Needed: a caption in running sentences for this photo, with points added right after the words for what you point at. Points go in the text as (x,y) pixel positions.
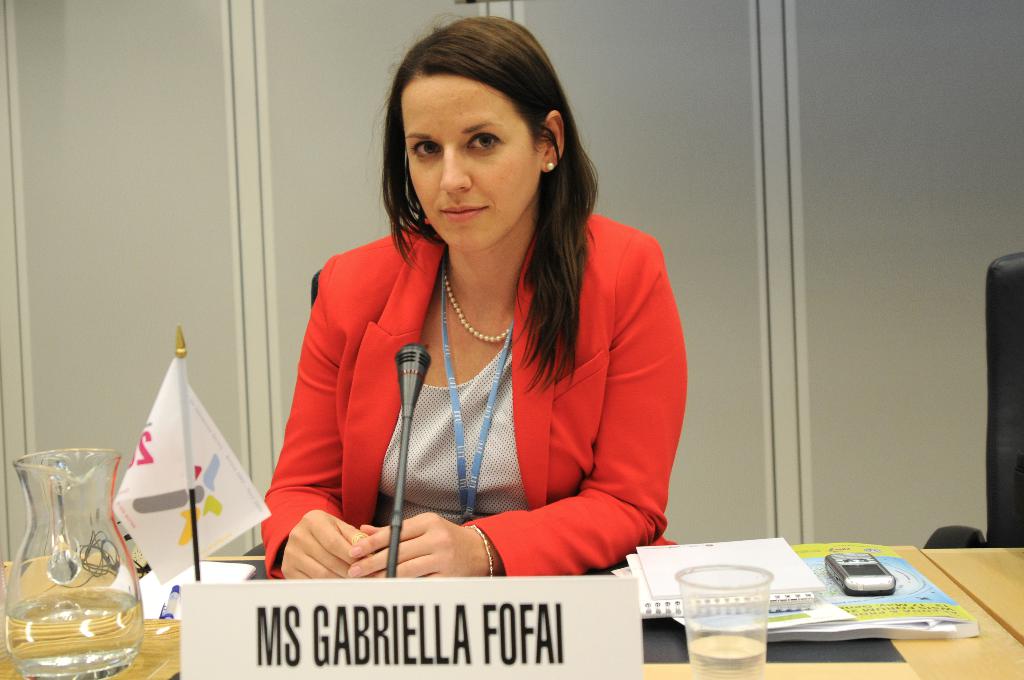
In this image I can see a woman (381,435) is sitting. I can see she is wearing red colour blazer (528,468). Here on this table (974,639) I can see few books (824,586), a phone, a glass (720,587), a board (640,632), a mic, a flag (160,449), a jar (76,494), a pen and here I can see something is written. I can also see a black colour chair (989,460) over here.
